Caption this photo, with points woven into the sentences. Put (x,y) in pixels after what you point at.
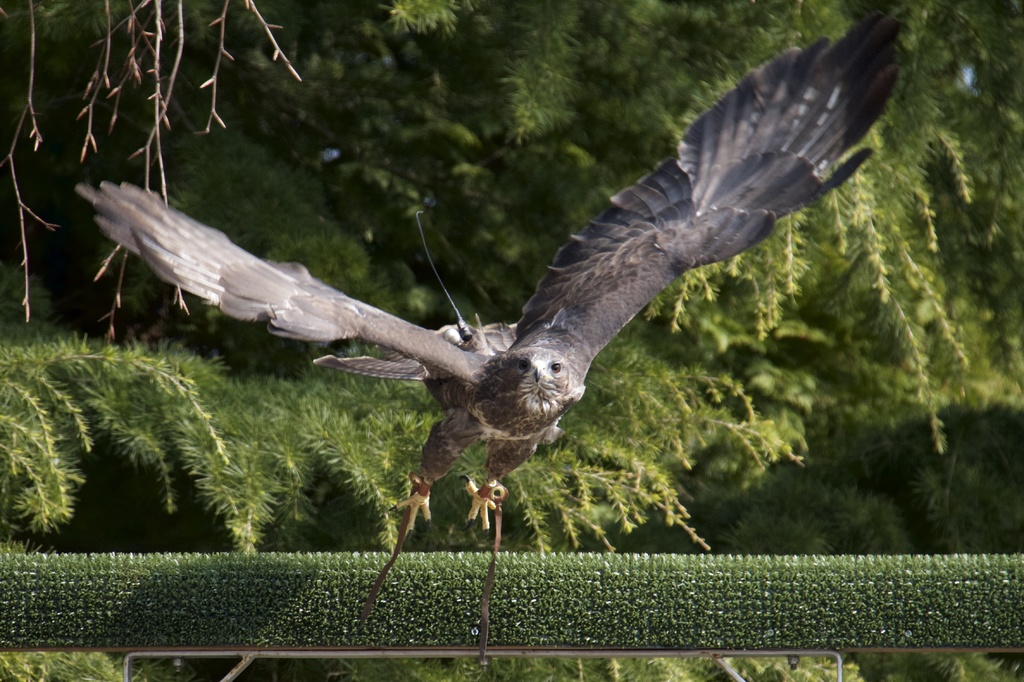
In this picture we can see an eagle (314,362) flying and in the background (364,402) we can see a fence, plants (375,421) and trees (381,452).
